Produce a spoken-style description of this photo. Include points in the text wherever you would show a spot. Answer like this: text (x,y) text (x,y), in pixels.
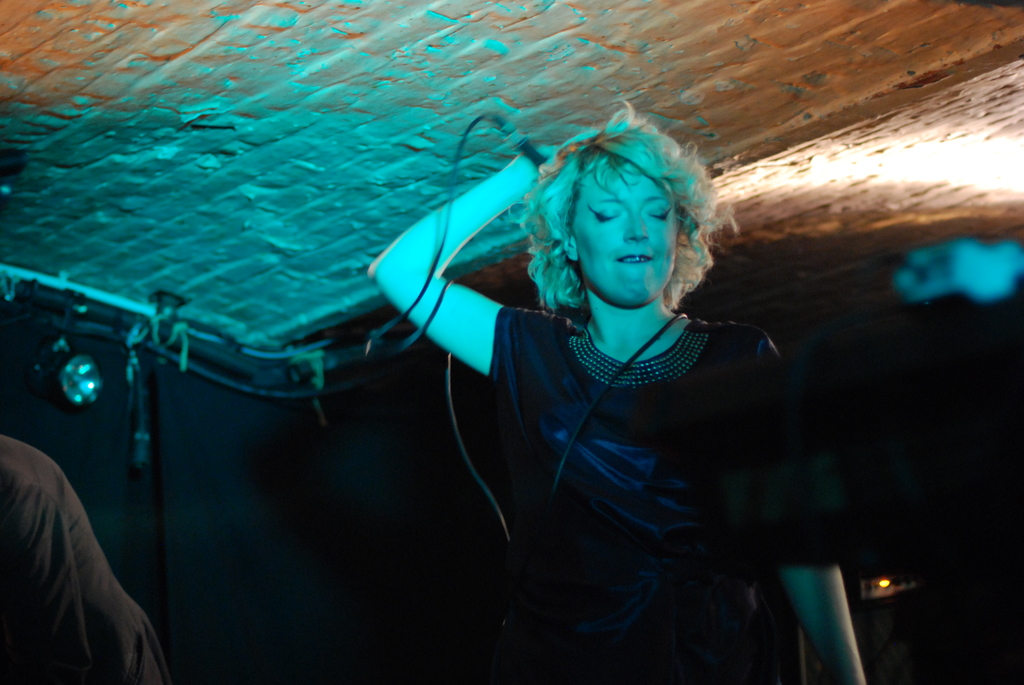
In this image I see a woman (569,183) who is holding a mic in her hand (556,160) and I see the wire (373,331) and I see the ceiling (22,113) and I see that it is dark in the background (907,502).
